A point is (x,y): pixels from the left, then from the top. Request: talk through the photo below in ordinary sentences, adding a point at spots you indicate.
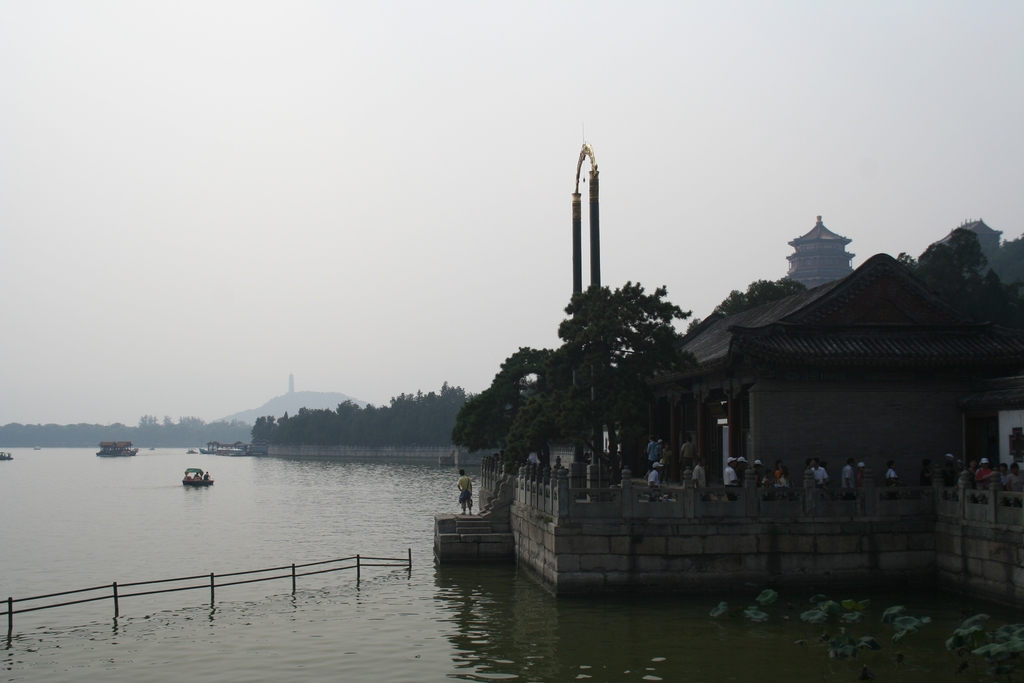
This is an outside view. On the left side (140,544) there are few boats (198,474) on the water (204,553). On the right side (848,411) there are many trees (988,275) and buildings (784,325). Here I can see many people (468,499) are standing. In the middle of the image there is an arch (590,205). At the top of the image (326,111) I can see the sky (294,174). In the bottom left-hand corner (38,609) there is a railing (25,599) in the water (175,586).
